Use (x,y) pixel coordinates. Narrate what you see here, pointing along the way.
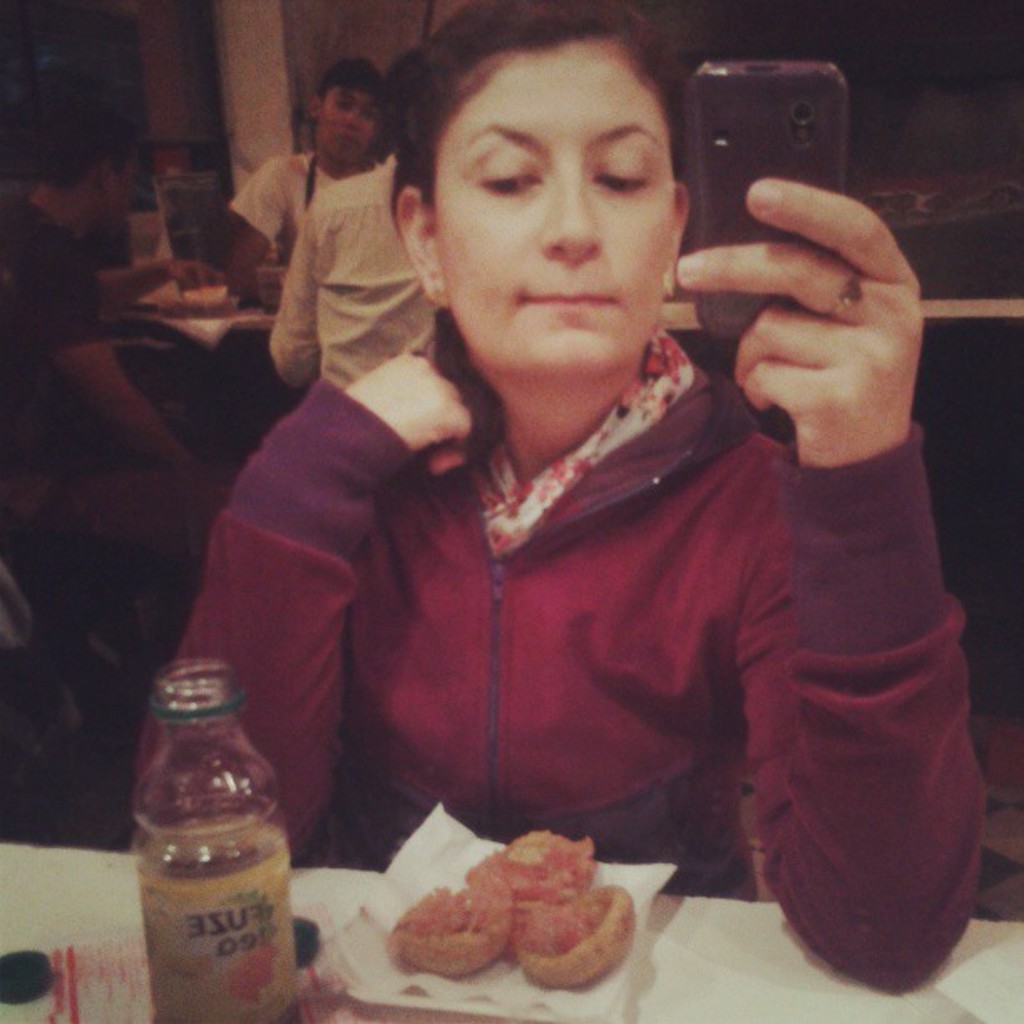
Here we see a woman (913,983) seated holding a mobile (804,81) in her hand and a bottle of tea (231,702) and some food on the table (806,997).
